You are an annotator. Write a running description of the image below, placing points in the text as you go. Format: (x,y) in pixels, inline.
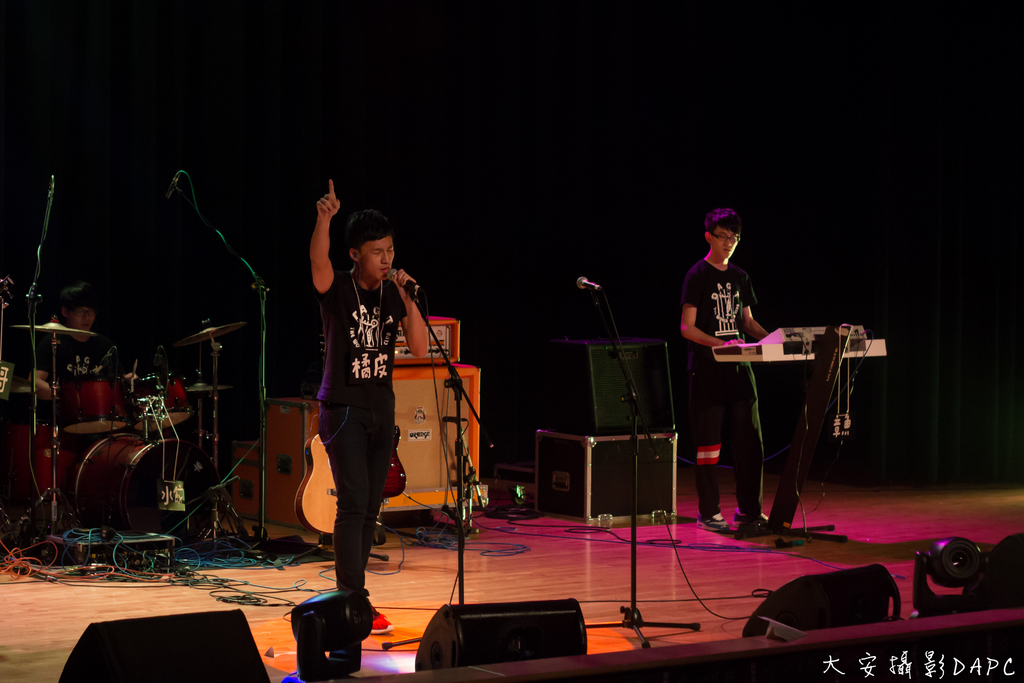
In this picture we can see three people (317,243), one man (386,330) is singing with the help of microphone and one man (703,284) is playing key board (763,340), in the background (69,353) we can see a person (78,344) is playing drums (136,384) in front of microphones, and also we can see a guitar (306,490) and a speaker (614,378).
